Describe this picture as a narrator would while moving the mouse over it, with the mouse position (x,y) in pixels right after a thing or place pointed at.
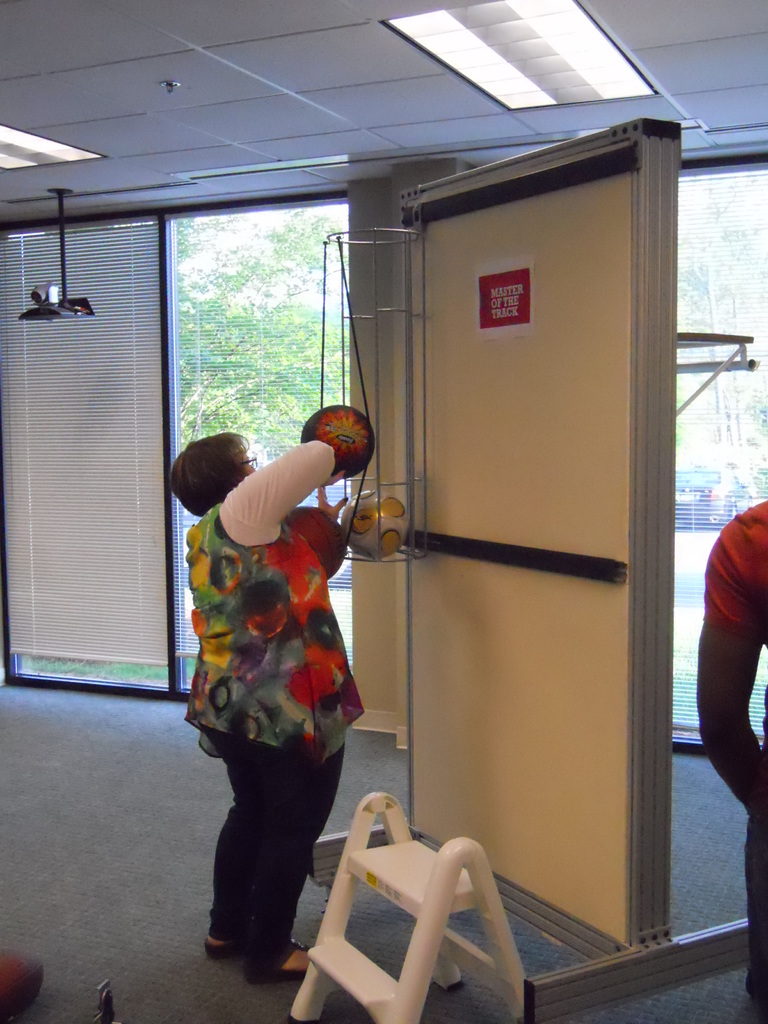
In this image in the center (264,610) there is one woman (223,623) standing, and she is holding a ball (361,458). And in front of her there is a board (560,282) and some stand (371,477), and she is putting a ball (357,527) in that stand (361,371). At the bottom (357,977) there is one stool (391,868) and on the right side (718,702) there is one person (722,594), in the background (49,493) there is a glass window (730,420) and blinds (116,418). Through the window (235,310) i can see some trees (225,347), at the top (207,95) there is ceiling (359,65) and some lights (582,51). At the bottom (105,884) there is floor (87,941).
